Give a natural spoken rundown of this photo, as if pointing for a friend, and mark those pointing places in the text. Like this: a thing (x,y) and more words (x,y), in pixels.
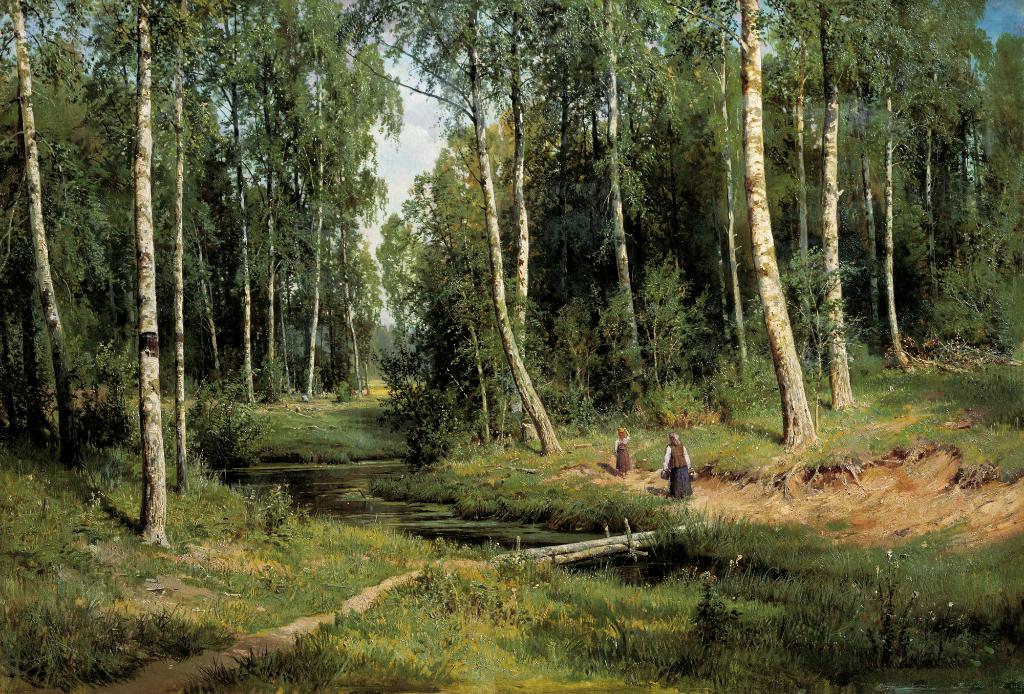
There is a water (444,521) and a grassy land (211,473) at the bottom of this image (412,618), and there are trees (405,413) in the middle of this image (441,307). We can see a sky (408,156) in the background (418,162). There are two persons (674,467) standing on the right side of this image (683,451).
